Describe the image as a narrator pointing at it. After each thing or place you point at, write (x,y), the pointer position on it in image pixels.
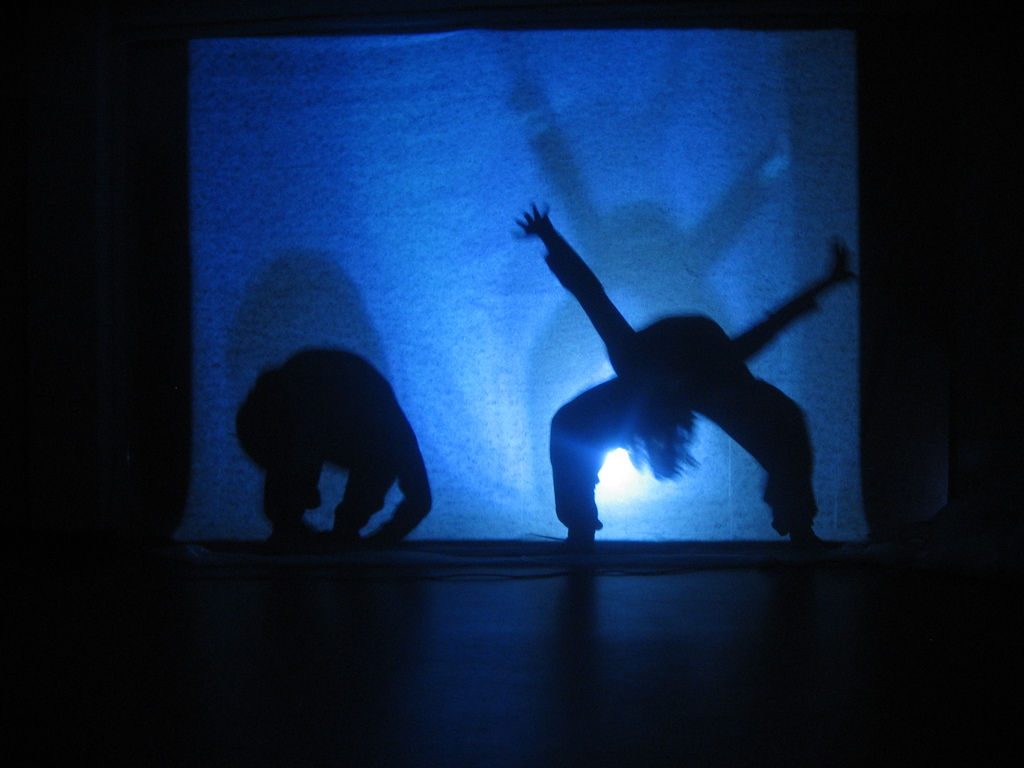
In the picture I can see two persons (367,416) and looks like they are dancing. In the background (453,137), I can see the blue screen (470,178).
